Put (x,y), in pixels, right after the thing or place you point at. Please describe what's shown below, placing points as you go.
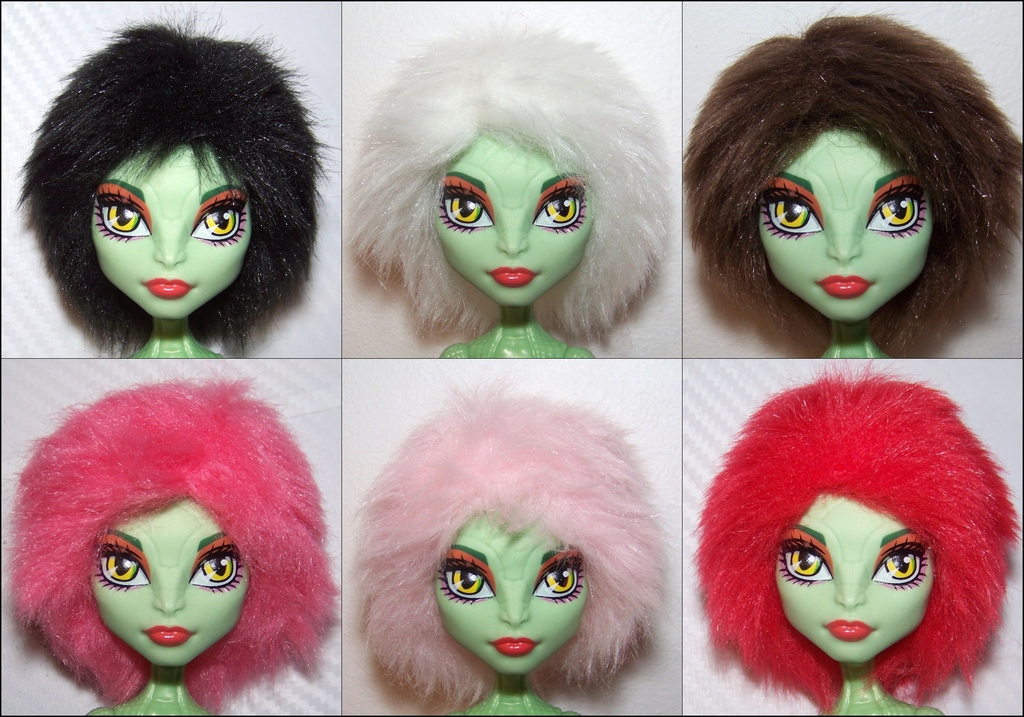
It is a photo collage and in this there are different color hairs (836,61) for a green color doll (151,608).
